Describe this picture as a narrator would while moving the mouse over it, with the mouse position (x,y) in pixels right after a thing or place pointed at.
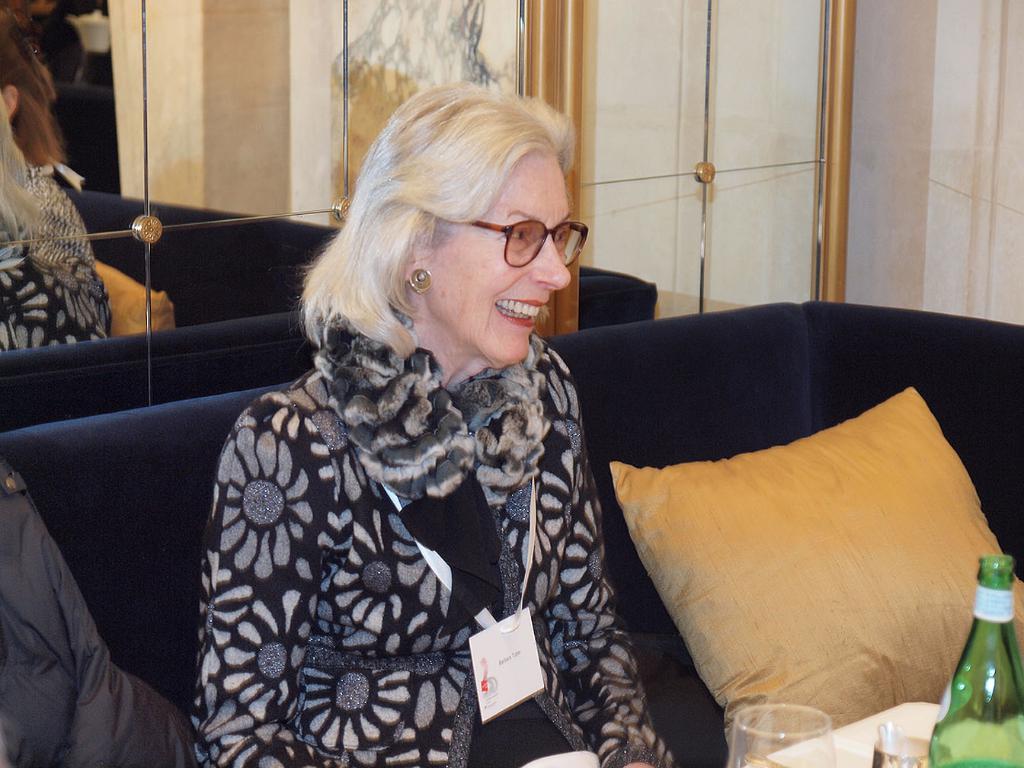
In this picture we can see a woman (327,381) wore spectacles (565,249), id card (530,677), sitting on a sofa (747,344) and in front of her we can see a bottle (975,643), glass (748,714), pillow (904,672) and in the background (264,380) we can see the mirror (762,54).
